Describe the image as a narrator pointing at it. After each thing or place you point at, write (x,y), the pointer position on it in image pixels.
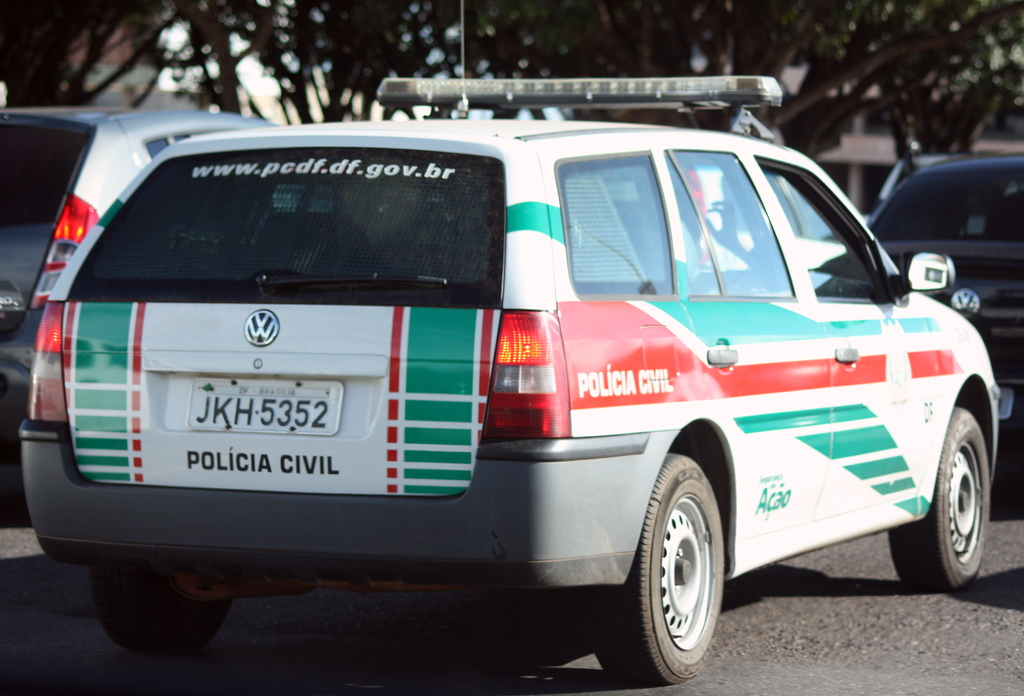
In this image, we can see some cars (479,267) on the road (492,686) and we can see some trees (596,8).
